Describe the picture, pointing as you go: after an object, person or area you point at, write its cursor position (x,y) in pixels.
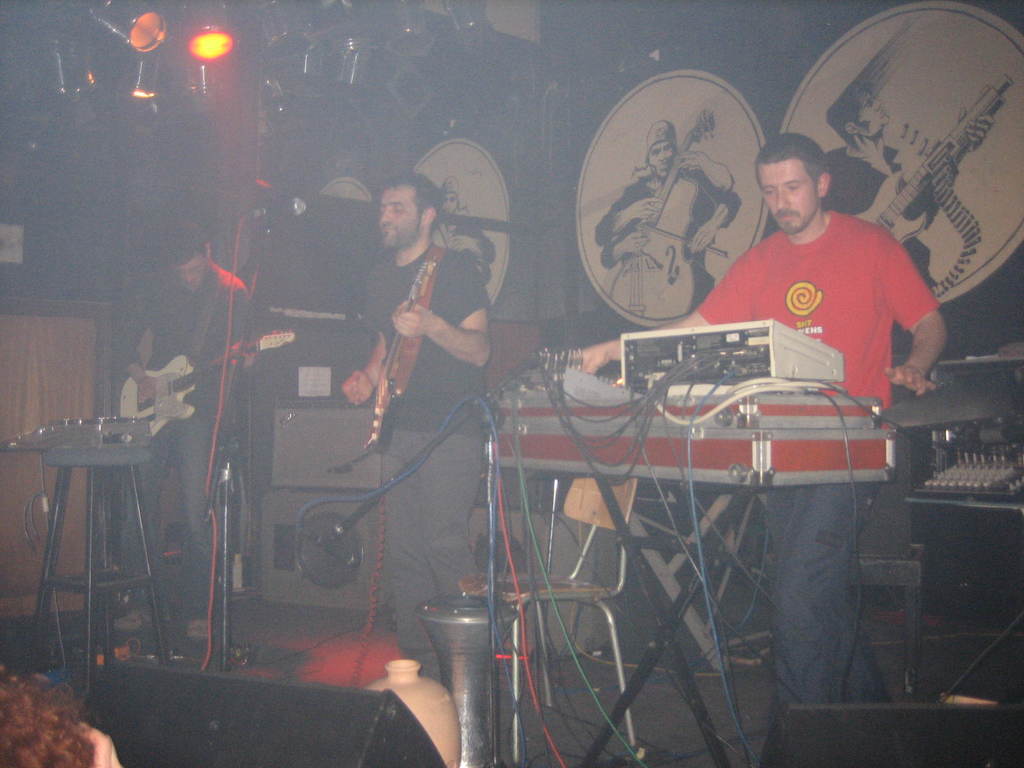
In this picture there are two persons (449,578) standing and playing guitar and there is a person (811,289) standing and there are devices (919,482) on the table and on the stool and there are wires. At the back (910,419) there are devices (1015,548) and there are pictures (692,216) of group of people (693,164) on the wall (387,161). At the top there are lights (231,34). At the bottom (259,712) there are speakers (125,680). At the bottom left (68,759) there is a person (53,730).
